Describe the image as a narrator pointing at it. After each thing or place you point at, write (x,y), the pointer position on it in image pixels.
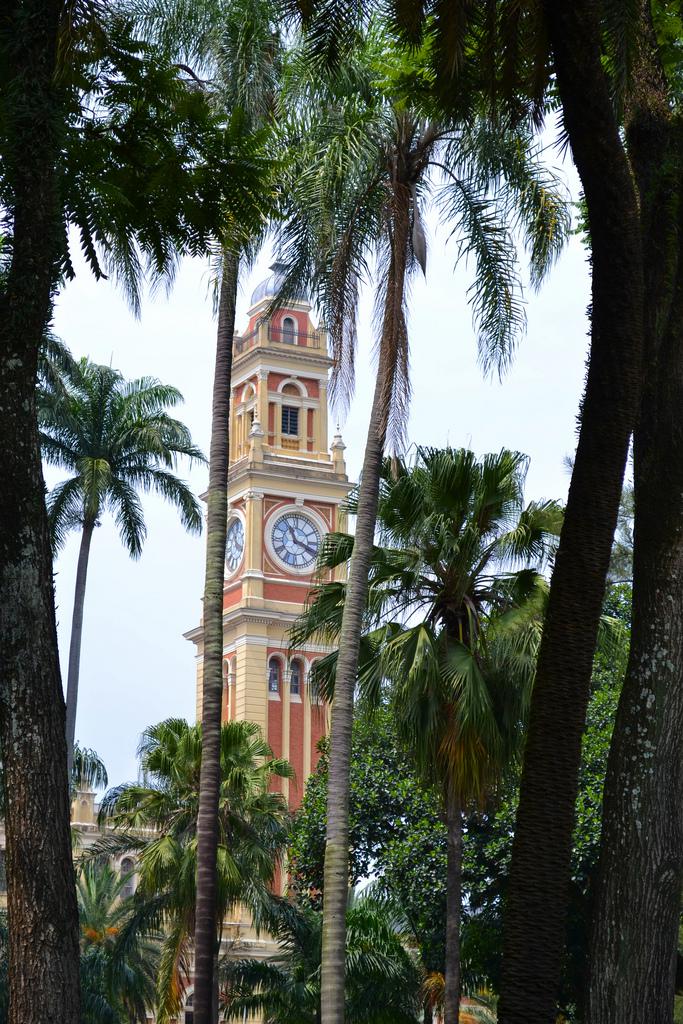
In the foreground of the picture (372,825) there are trees (356,832) and palm trees (450,784). In the background (258,654) there is a clock tower (266,713). Sky (95,788) is cloudy.
